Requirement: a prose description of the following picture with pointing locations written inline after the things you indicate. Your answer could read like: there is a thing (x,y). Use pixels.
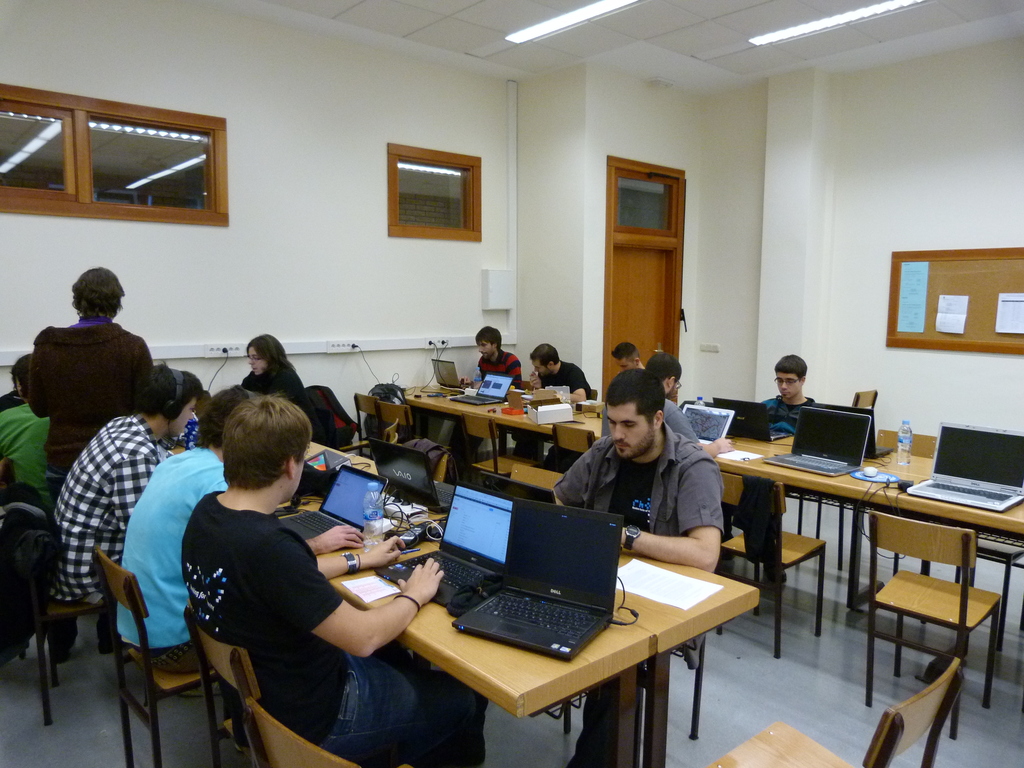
In this image we can see people (236,448) sitting on the chairs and tables (324,456) are placed in front of them. On the tables (394,538) there are disposable bottles (376,525), cardboard cartons (549,417), laptops (450,552) and cables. In the background (611,8) we can see electric lights (598,13), ventilators (401,206), doors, pipelines (509,283), charger sockets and a person (92,351) standing on the floor (91,651).
